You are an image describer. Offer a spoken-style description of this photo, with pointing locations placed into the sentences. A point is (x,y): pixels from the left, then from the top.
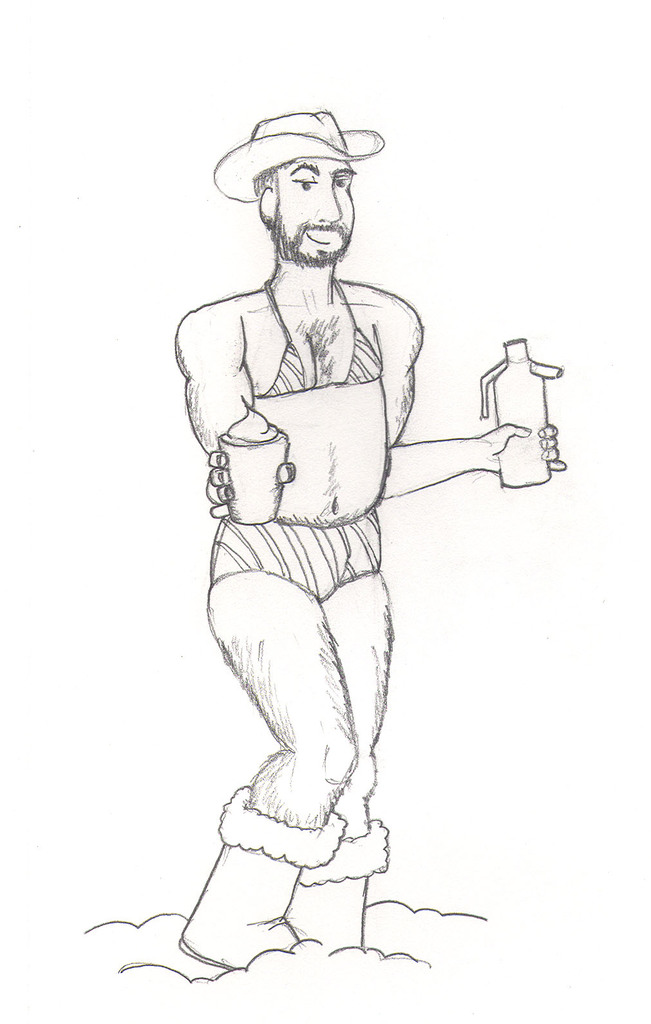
In this picture we can see a sketch (307,369) of a person (307,369) holding a bottle (529,394) and a cup (251,507), there is a white color background (437,261).
